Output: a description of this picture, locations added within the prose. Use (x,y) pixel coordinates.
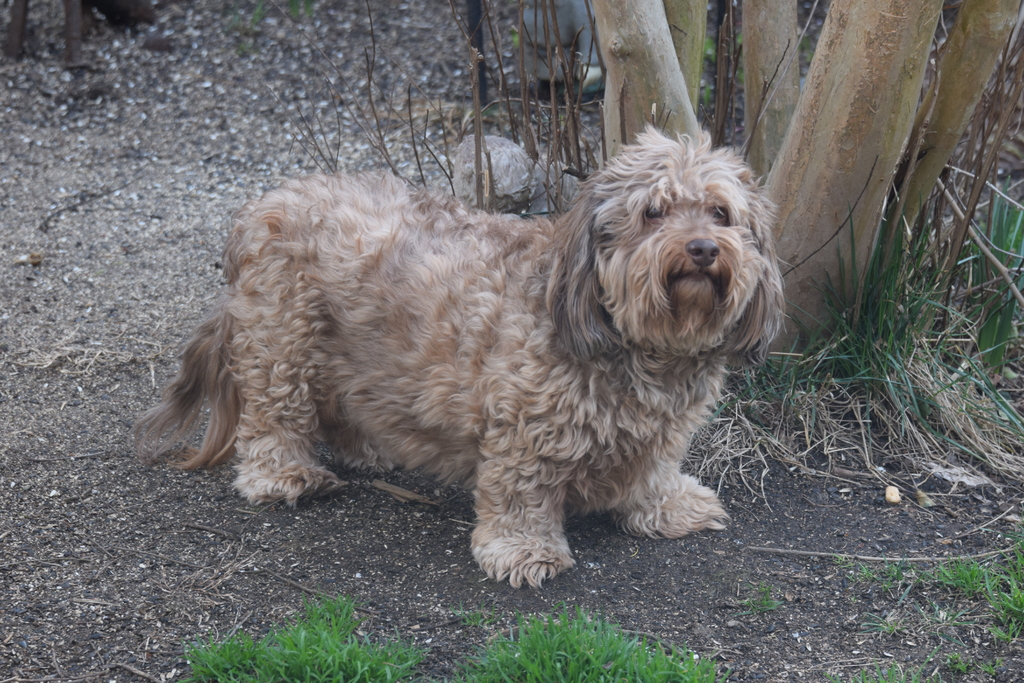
In this image I can see a cream colored dog (699,419) is standing. I can also see grass (971,561) and tree trunks (890,84).
